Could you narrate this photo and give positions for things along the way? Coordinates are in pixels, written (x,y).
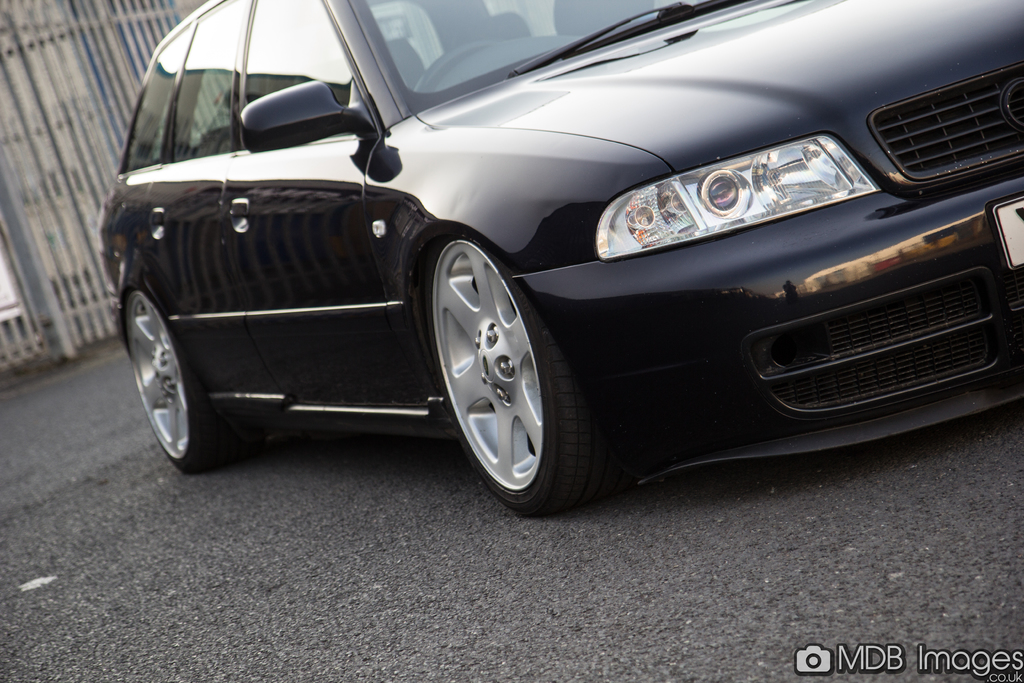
In this image there is a black car (419,287) on the road (424,565). In the background (61,141) there is a fence (49,165).
